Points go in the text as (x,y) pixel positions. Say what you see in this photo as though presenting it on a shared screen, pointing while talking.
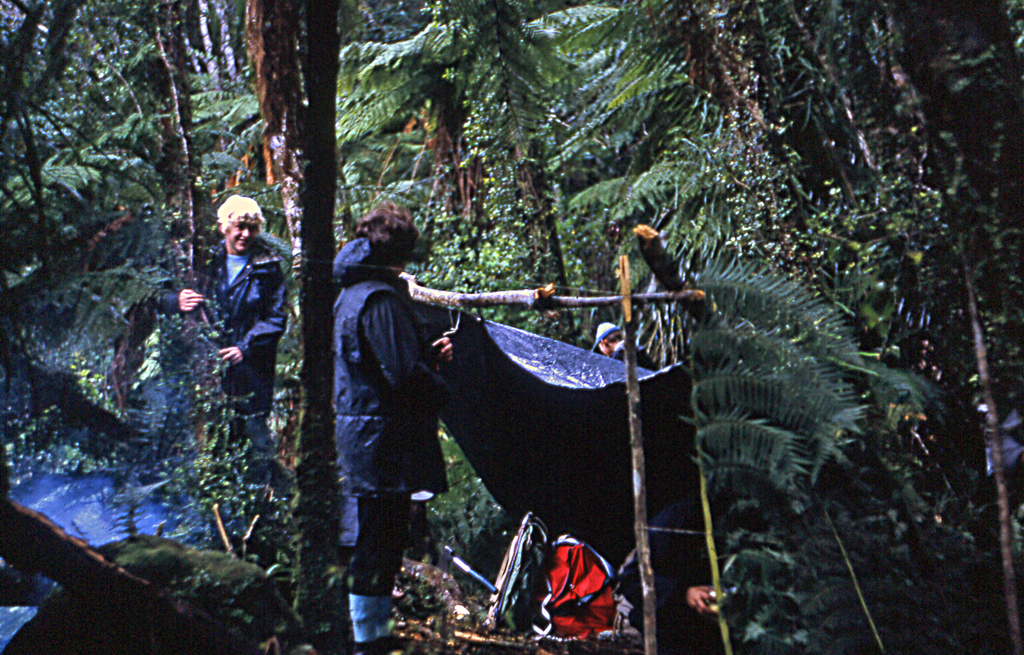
In this image there are a few people (268,363) standing around them there are trees (436,248) and they have made a tent (515,337) with wooden sticks (651,261) as pillars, on the surface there are some objects (583,621).
